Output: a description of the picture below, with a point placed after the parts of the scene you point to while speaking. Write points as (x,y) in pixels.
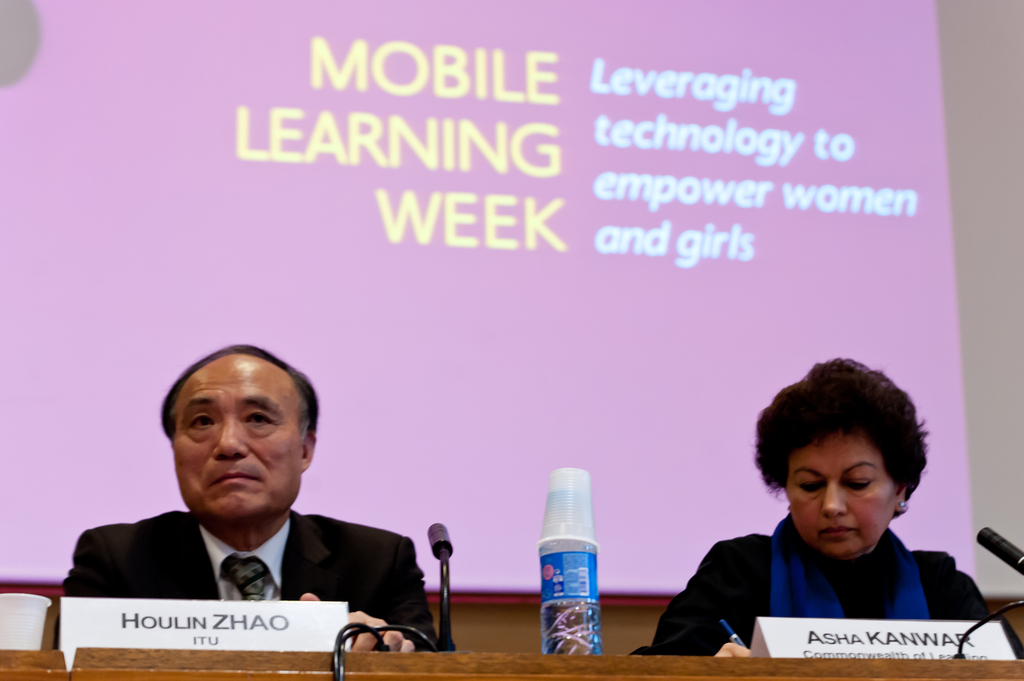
In this image, There are two people (680,623) sitting there is a table (221,677) of yellow color and there are some microphone (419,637) in black color and there is a bottle (566,555) in blue color and in the background (500,463) there is a pink color projection (415,182).
